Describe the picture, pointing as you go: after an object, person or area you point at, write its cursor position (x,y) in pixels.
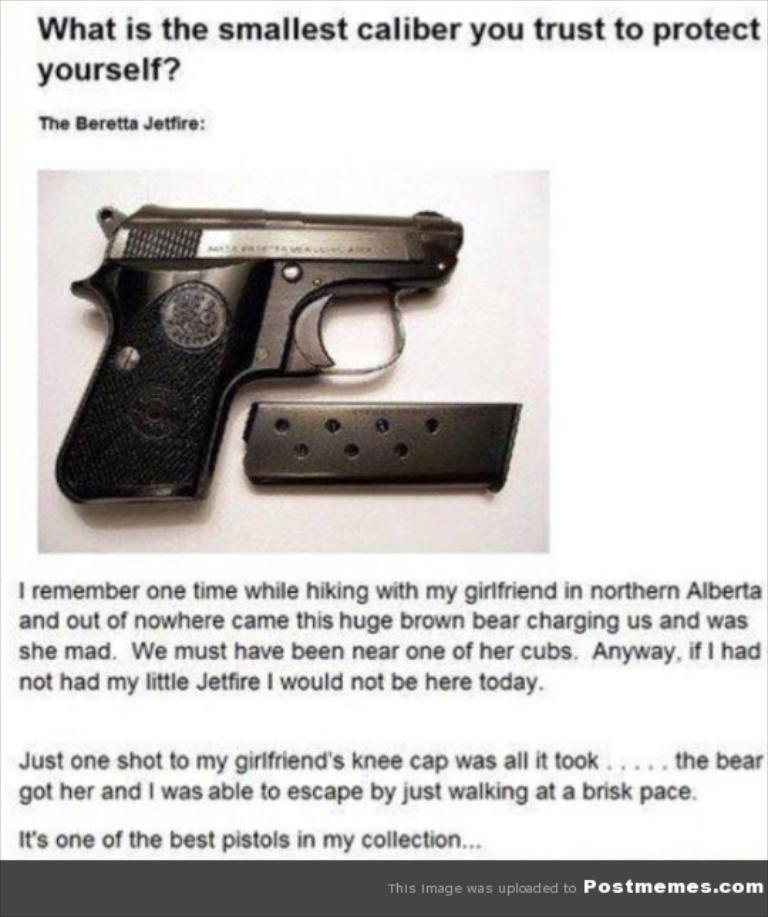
There is a poster (490,274) which is having an image (520,288) and black color texts (482,791). In the image (320,244), there is a gun (162,231) and an object (482,431) on a white color surface (496,386). In the bottom right (551,883), there is a watermark (403,892). And the background of this poster (43,445) is white in color.
